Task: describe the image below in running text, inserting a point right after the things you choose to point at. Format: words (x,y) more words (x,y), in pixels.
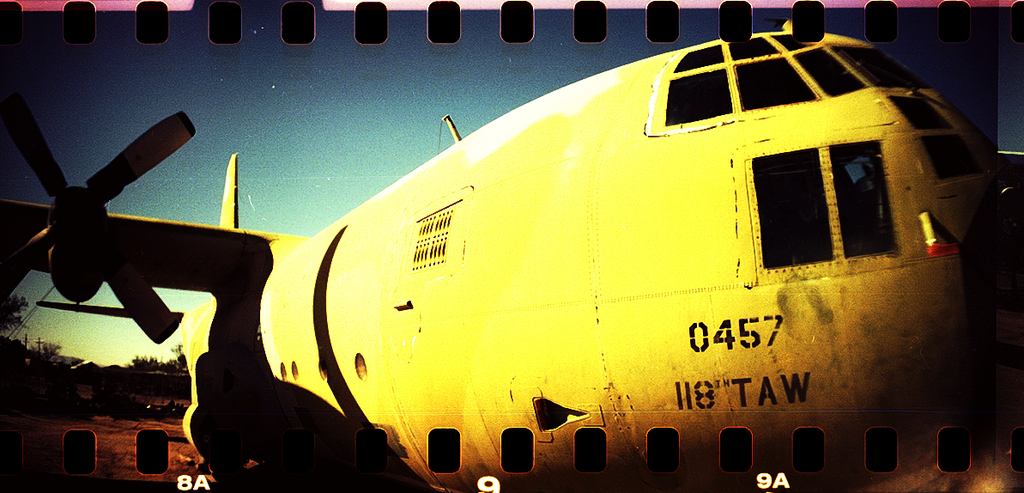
This looks like an edited image. I can see the picture of an airplane (375,307). On the left side of the image (68,372), I think these are the trees (20,311). I can see the watermarks (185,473) on the image.
